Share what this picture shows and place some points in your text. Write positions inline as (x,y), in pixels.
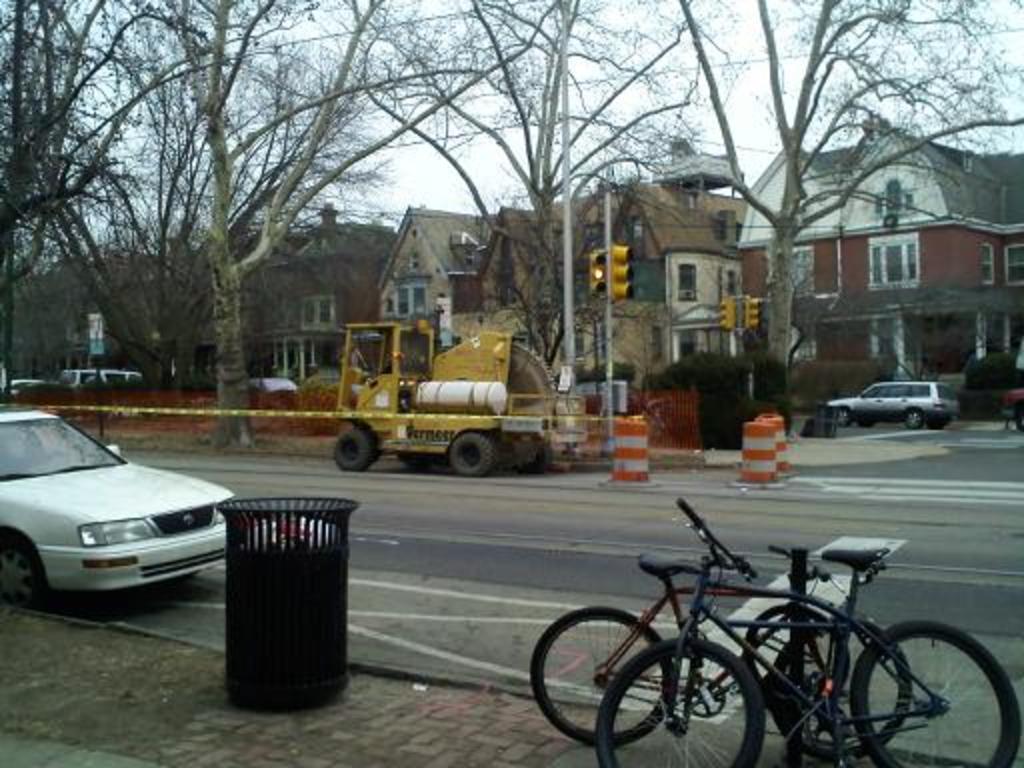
In this image few vehicles (58,547) are on the road (565,567). Right bottom there are bicycles (675,716) kept near the pole (784,728) which is on the pavement (331,707) having a dustbin (257,672). Few traffic cones (758,476) are kept on the pavement (686,465). There are traffic lights (748,324) attached to the poles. Background (562,311) there are trees (225,434). Behind there are buildings (960,221). Top of the image (560,111) there is sky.
